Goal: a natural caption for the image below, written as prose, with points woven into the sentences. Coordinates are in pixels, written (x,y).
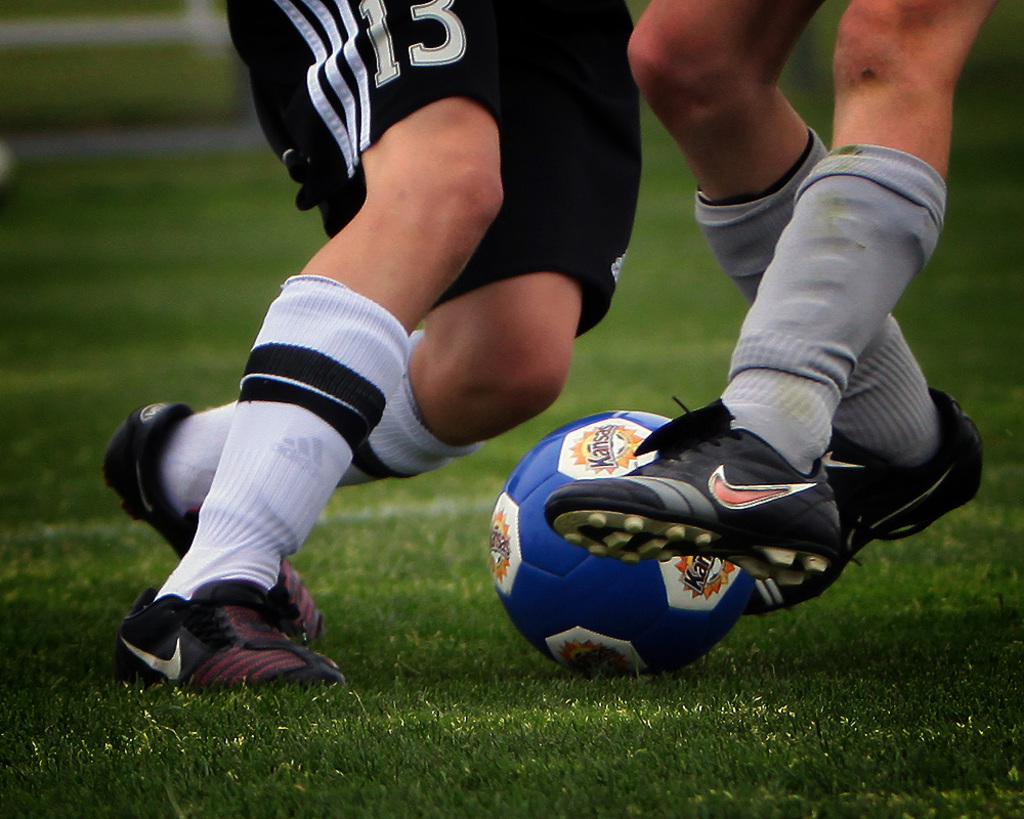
In the image we can see legs (527,344) of two persons (751,311) wearing shorts (548,117), socks (772,284) and shoes (699,426). Here we can see the ball (544,597) and grass (581,678).
